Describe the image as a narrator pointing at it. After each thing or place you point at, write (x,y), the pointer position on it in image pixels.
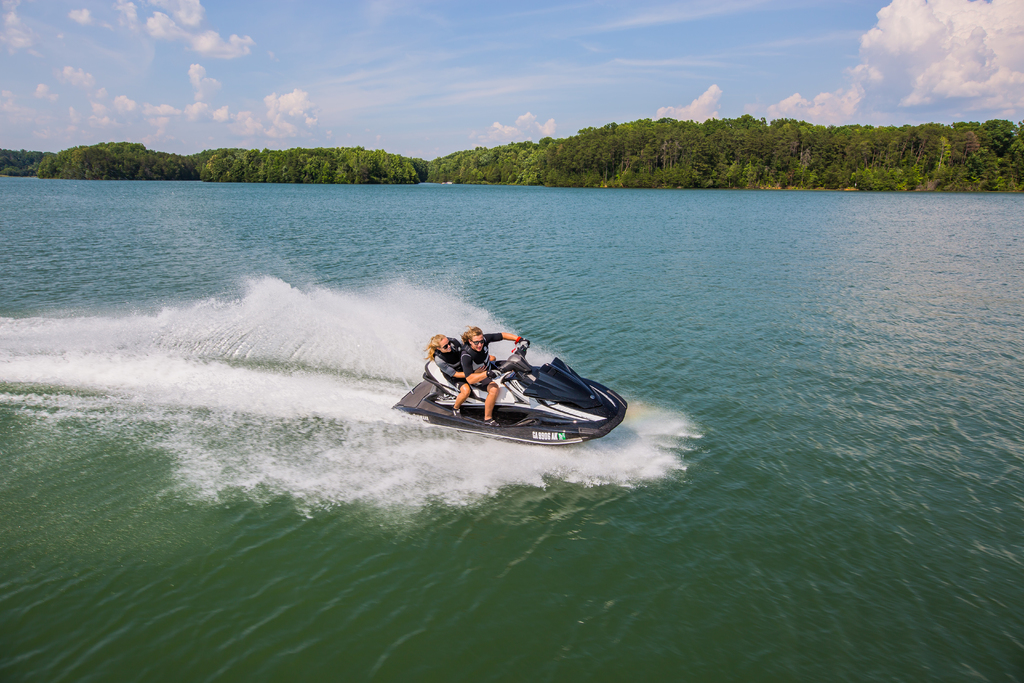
In this image there are two persons (485,385) sitting on the water bike (524,377), which is on the river (488,493). In the background (611,166) there are trees (1021,169) and the sky (609,55).
